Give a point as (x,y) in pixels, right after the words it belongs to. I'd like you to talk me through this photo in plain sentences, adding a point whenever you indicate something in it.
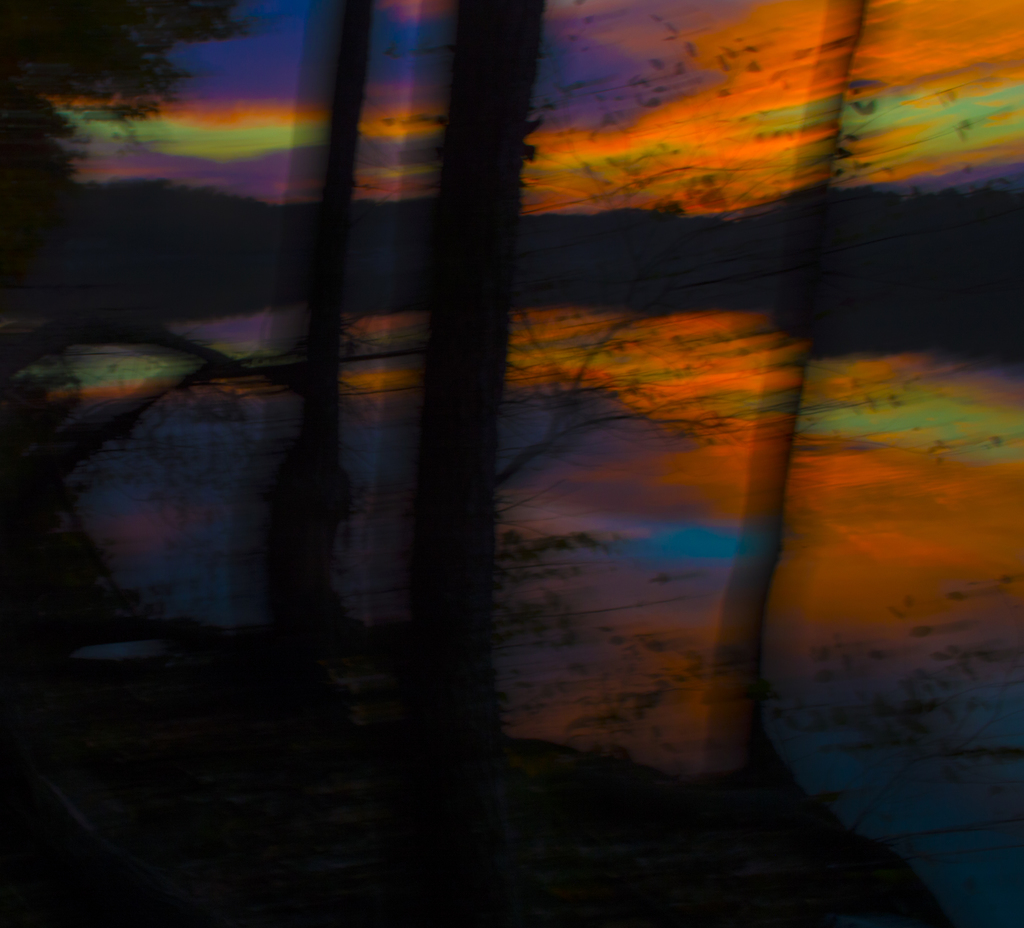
In this image we can see ground (509,754), trees (489,578) and sky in the background (193,220).
